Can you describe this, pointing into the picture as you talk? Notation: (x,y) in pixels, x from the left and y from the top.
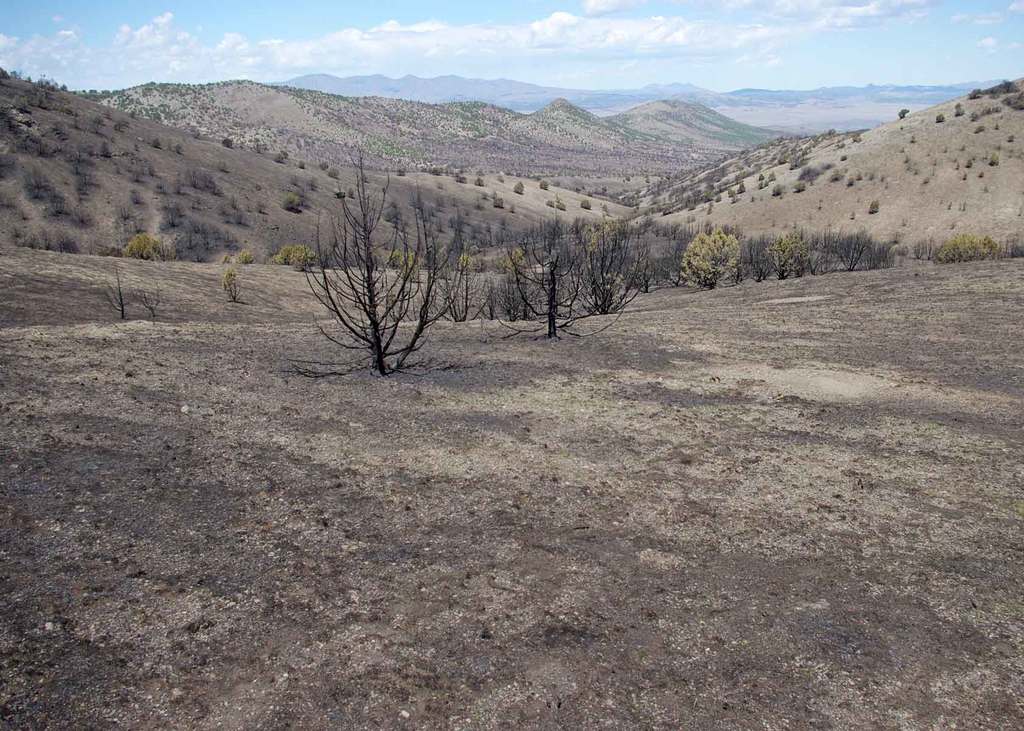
In this image we can see a group of trees (467,279) and some plants (482,286) on the ground (566,351). On the backside (466,132) we can see the shrubs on the hills (761,215) and the sky (685,79) which looks cloudy.
